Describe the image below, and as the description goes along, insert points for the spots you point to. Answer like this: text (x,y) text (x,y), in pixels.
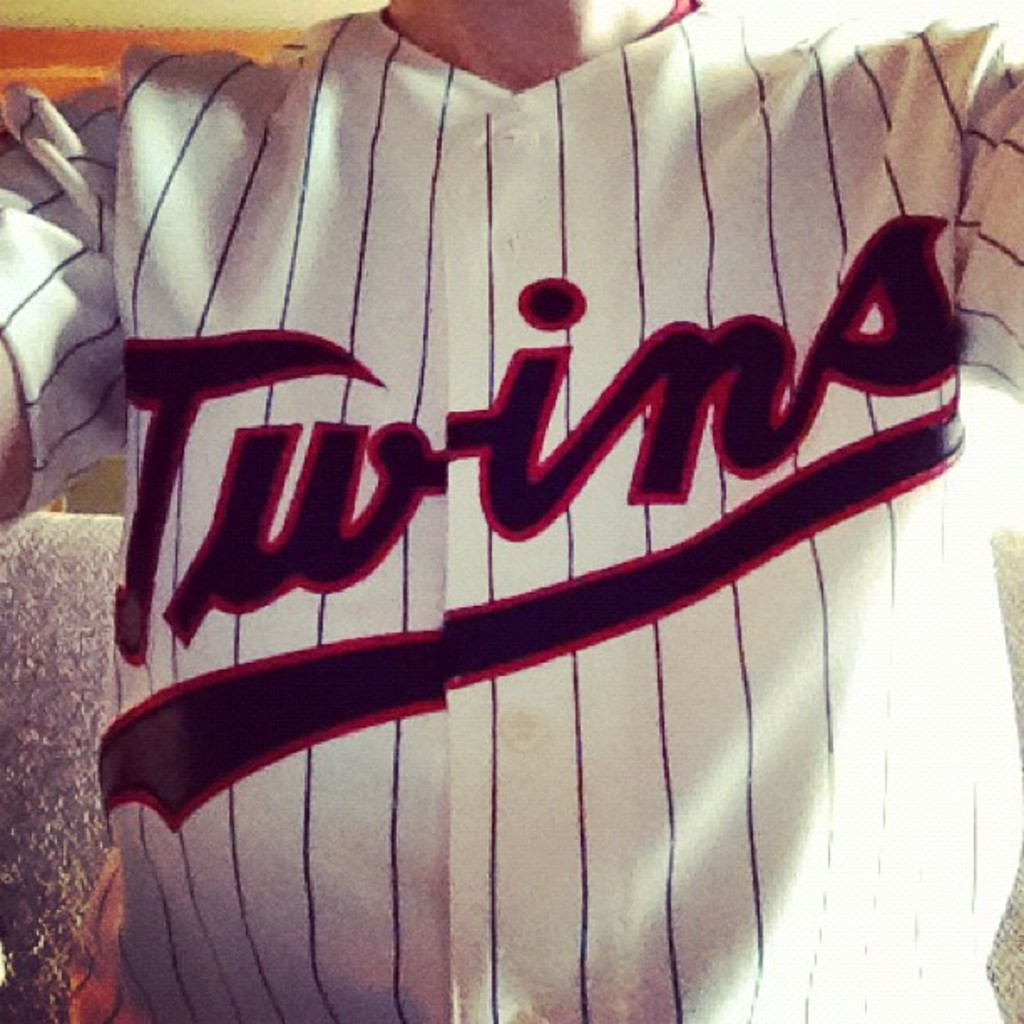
In the center of the image (567,604) we can see a person (494,345) wearing a white shirt (549,494).
